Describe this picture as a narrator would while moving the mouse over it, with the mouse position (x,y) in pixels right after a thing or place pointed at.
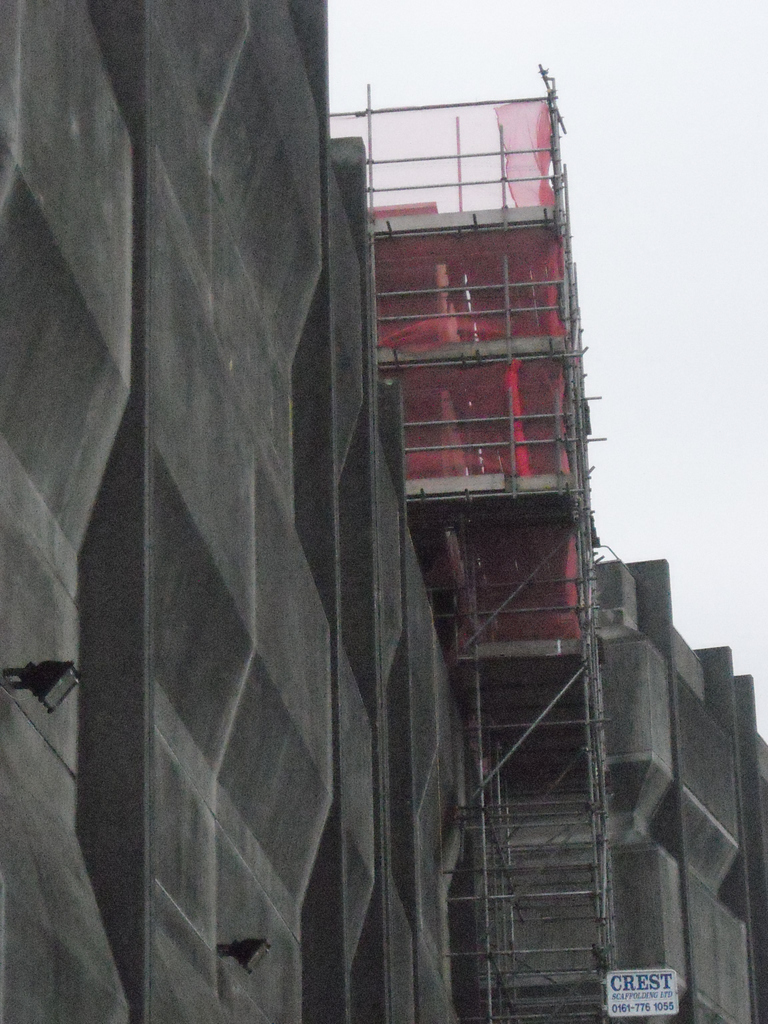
In this picture we can see an under-constructed building (252,585) with poles (423,186) and net (455,171) on it.
